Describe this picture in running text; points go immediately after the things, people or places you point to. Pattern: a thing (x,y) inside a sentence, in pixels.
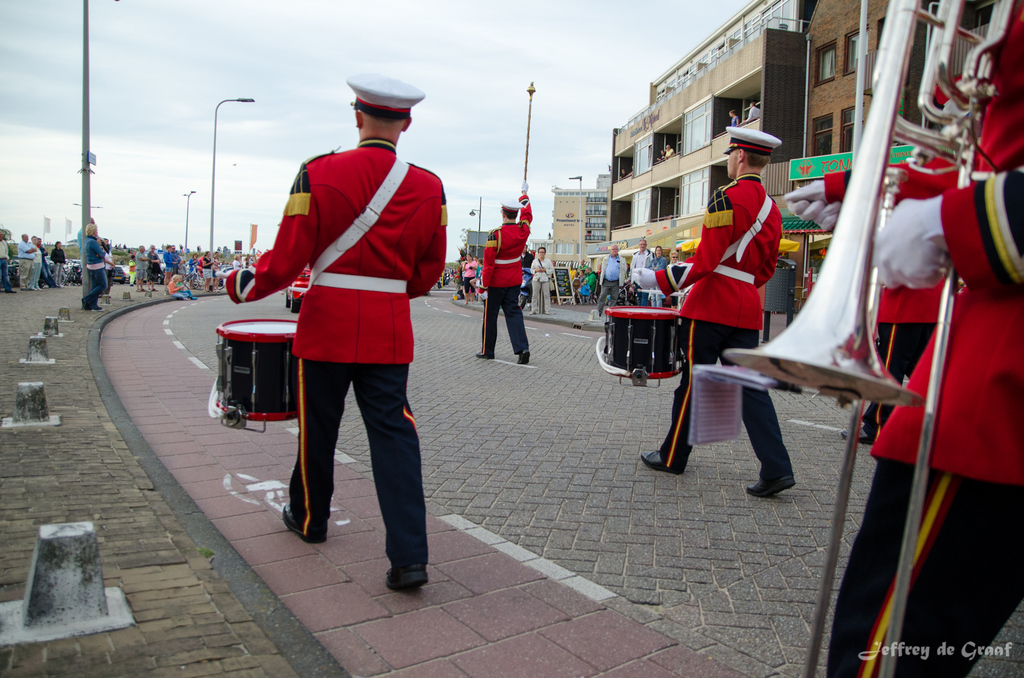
In this image we can see the people (271,280) playing the drums (251,327) and also the musical instruments (949,302). We can also see the buildings (760,67), light poles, barrier rods (21,395), path (107,351), board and also the road (511,424). In the background (215,274) we can see the people (60,254) and also the sky (324,125).
